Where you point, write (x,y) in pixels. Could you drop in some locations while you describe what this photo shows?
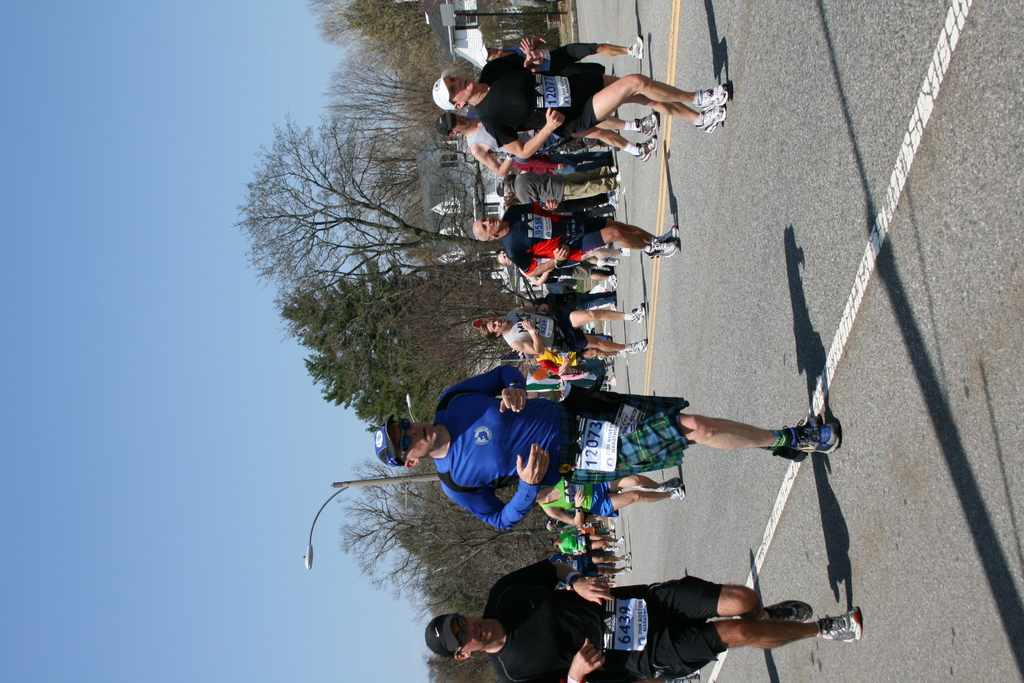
On the right side of the picture (833,391) it is road (839,282). In the center of the picture (344,257) there are people (545,324) running, on the road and there are trees (373,268), buildings (432,223) and a street light (318,511). On the left (118,204) it is sky (121,423). Sky (159,171) is clear and it is sunny.
